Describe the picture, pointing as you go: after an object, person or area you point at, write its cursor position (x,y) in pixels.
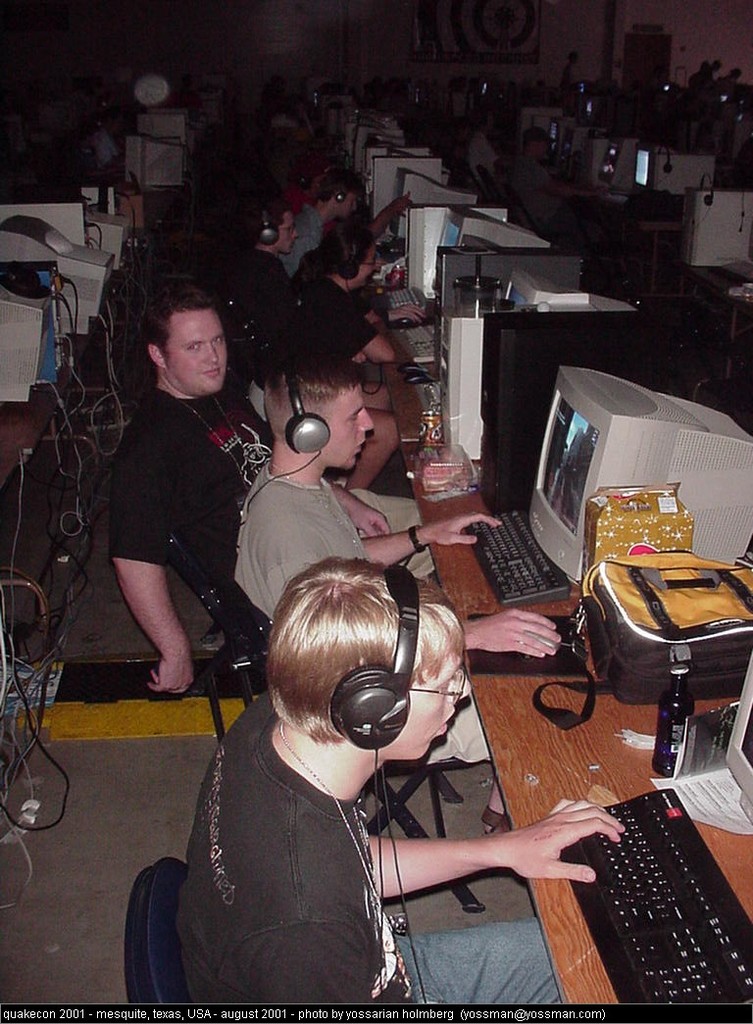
In this image there are some persons (323,497) sitting on the chairs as we can see in middle of this image (326,400) and there are some systems (569,541) kept on the tables (476,577). There is a text (216,1013) written in the bottom of this image (355,1014).
